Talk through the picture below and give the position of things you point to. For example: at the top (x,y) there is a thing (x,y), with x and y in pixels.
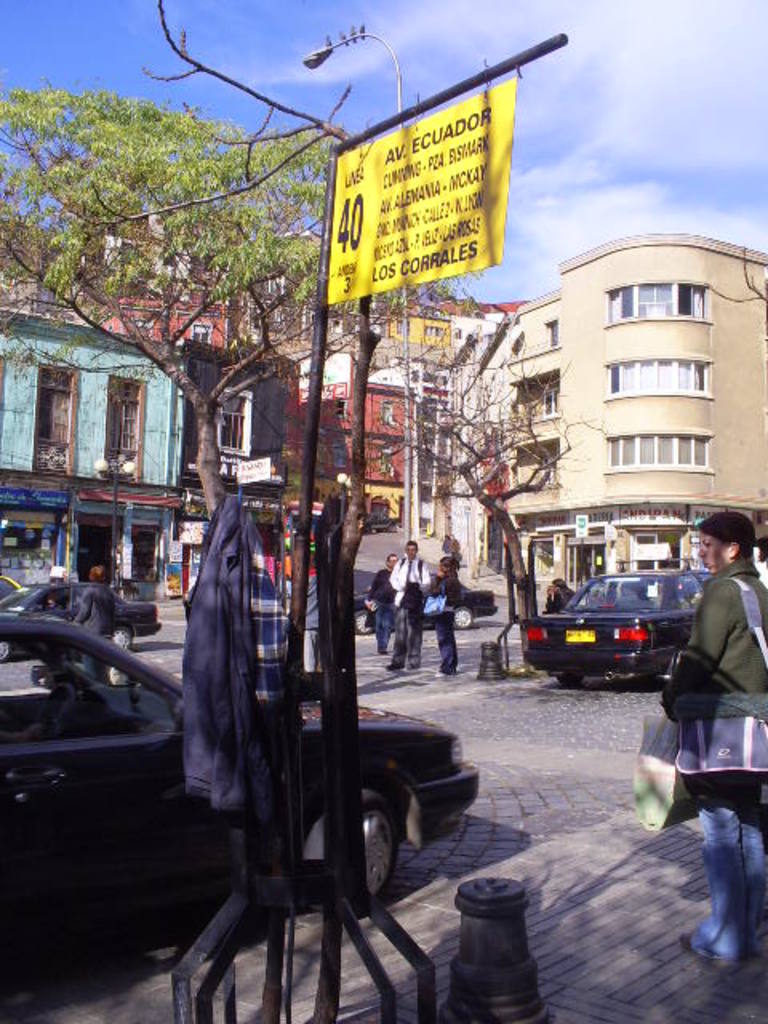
In this picture we can observe yellow color board (434,163) fixed to this black color pole (311,432). There are some clothes (219,667) hanged here. We can observe a black color car (153,778). There are some people (420,609) standing. On the right side (709,661) there is a woman (730,669) holding bags (676,751). In the background (543,482) there is a dried tree (476,484) and some buildings (411,405). We can observe a sky (543,102) with clouds (611,121).
